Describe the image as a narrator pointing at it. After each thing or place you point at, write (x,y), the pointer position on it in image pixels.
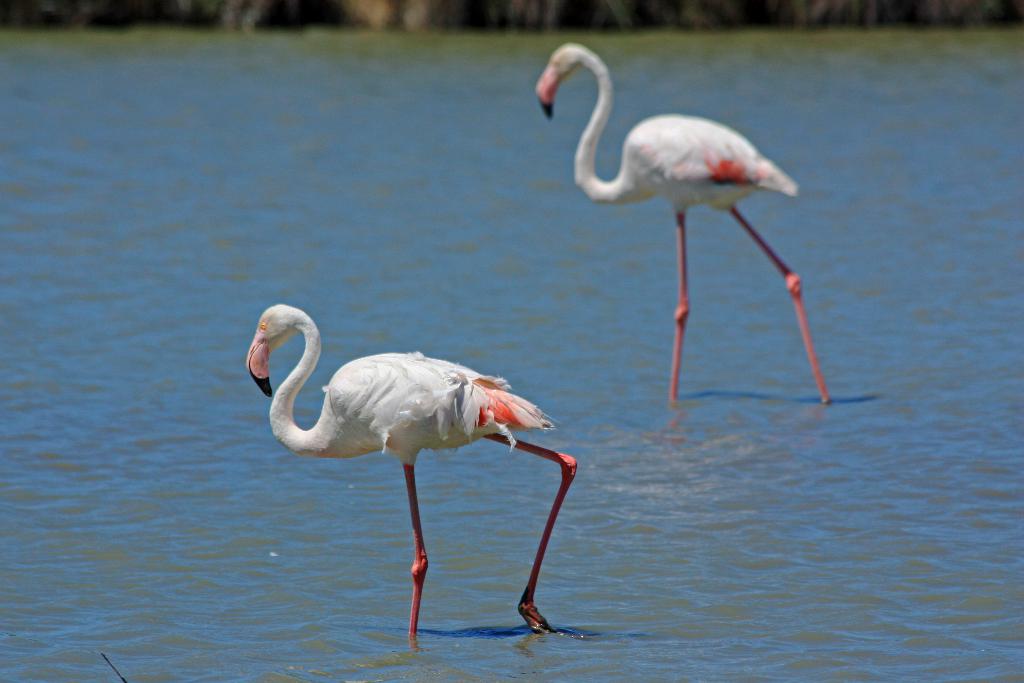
In this image I can see two flamingo birds (683,250) in water (473,340).
